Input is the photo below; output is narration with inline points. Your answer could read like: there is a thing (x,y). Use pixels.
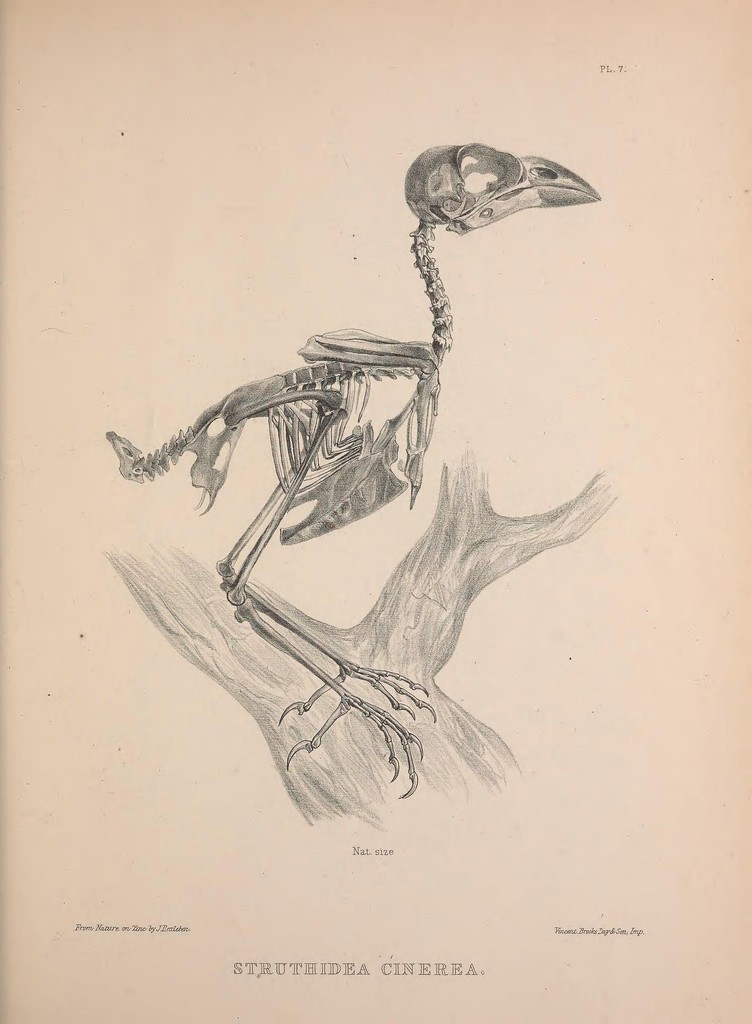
In this image there is a paper (380,541). On the paper (335,523) there is a sketch (291,450) of a skeleton (348,475) and a tree (291,685). At the bottom of the paper (341,943) there is some text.
